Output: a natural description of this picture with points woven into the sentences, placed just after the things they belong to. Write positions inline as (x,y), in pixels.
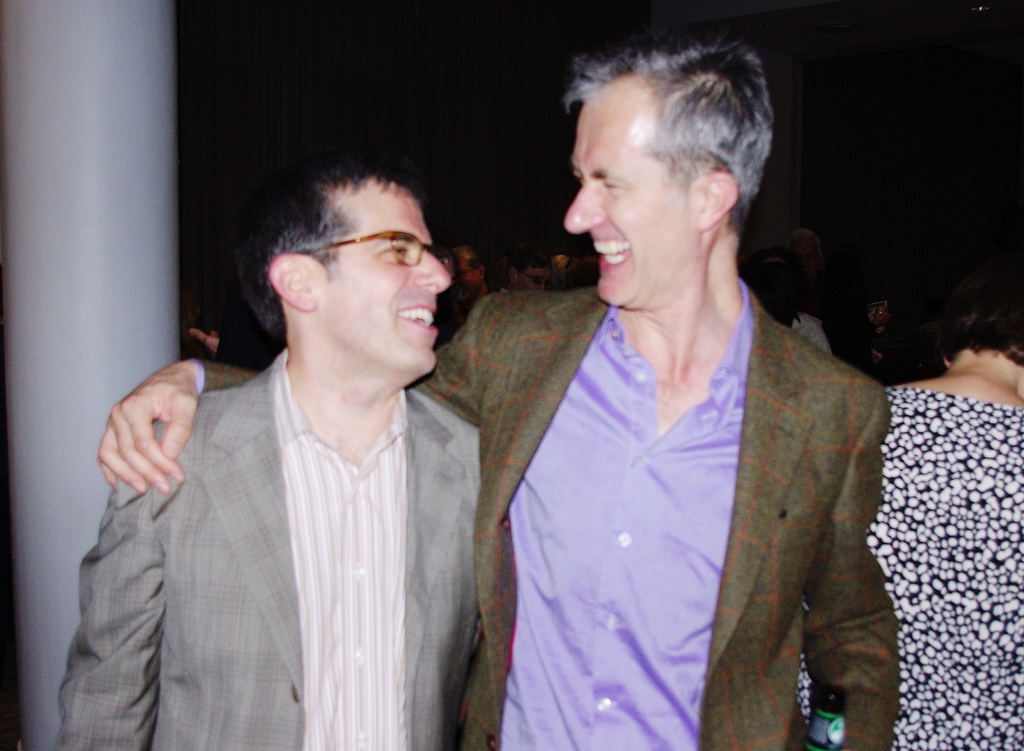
In this there is a person (748,531) wearing a blazer (763,491). Beside him there is a person (302,413) wearing spectacles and a blazer (410,512). Behind them there are people (931,431). Left side (108,130) there is a pillar (122,190).
